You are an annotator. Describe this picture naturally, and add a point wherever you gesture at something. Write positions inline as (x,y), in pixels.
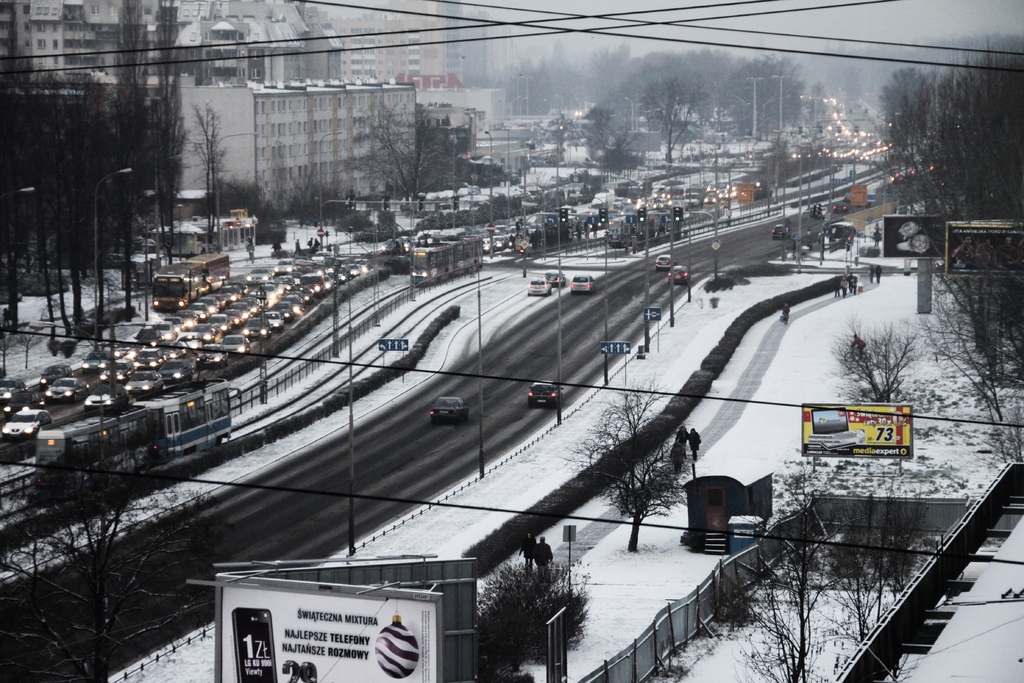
This is a picture of a city (678,326). In the foreground of the picture (1008,575) there are roads (180,523), trees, hoardings (336,606), people (541,568) and snow (805,472). On the left (161,305) there are vehicles (302,293), trees (171,214) and buildings (340,108). In the center of the picture (442,277) there are current poles (334,314), fencing (373,314), vehicles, hoardings (924,229) and trees (932,212). In the background (692,94) there are trees (623,79), poles (753,126) and buildings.
